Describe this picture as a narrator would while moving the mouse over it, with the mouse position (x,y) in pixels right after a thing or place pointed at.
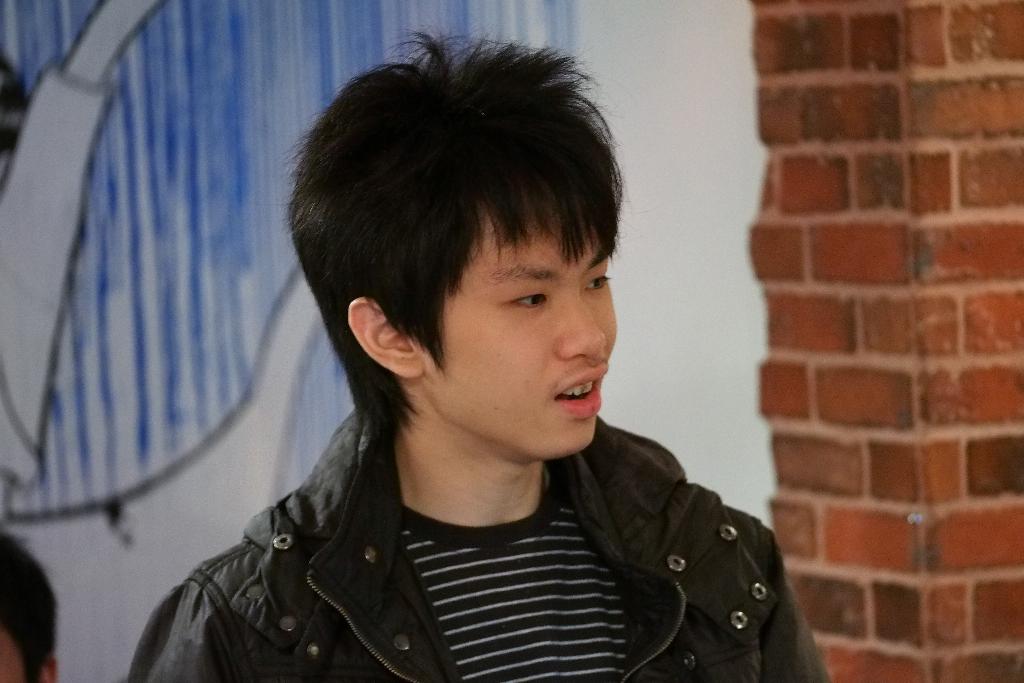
In the middle of the image (544,253) a man (434,53) is standing and watching. Behind him we can see a wall (904,19), on the wall (147,23) we can see a painting (62,83). In the bottom left corner of the image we can see a person head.
